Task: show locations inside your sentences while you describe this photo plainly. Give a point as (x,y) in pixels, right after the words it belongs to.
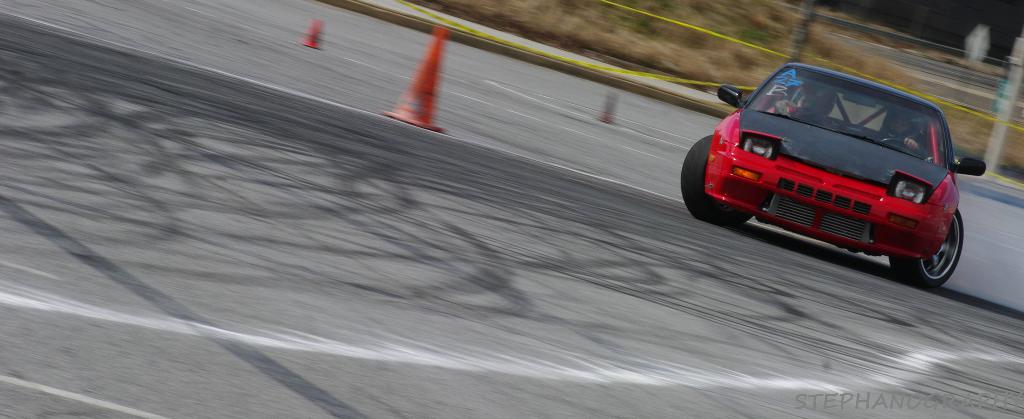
In this image I can see the car (714,201) on the road (542,250). The car (744,205) is in red and black color and I can see few people (908,128) are sitting inside the car (776,137). To the side I can see the traffic cones (434,82) and the rope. In the back (692,11) there are plants (685,37) and the railing (858,28).
